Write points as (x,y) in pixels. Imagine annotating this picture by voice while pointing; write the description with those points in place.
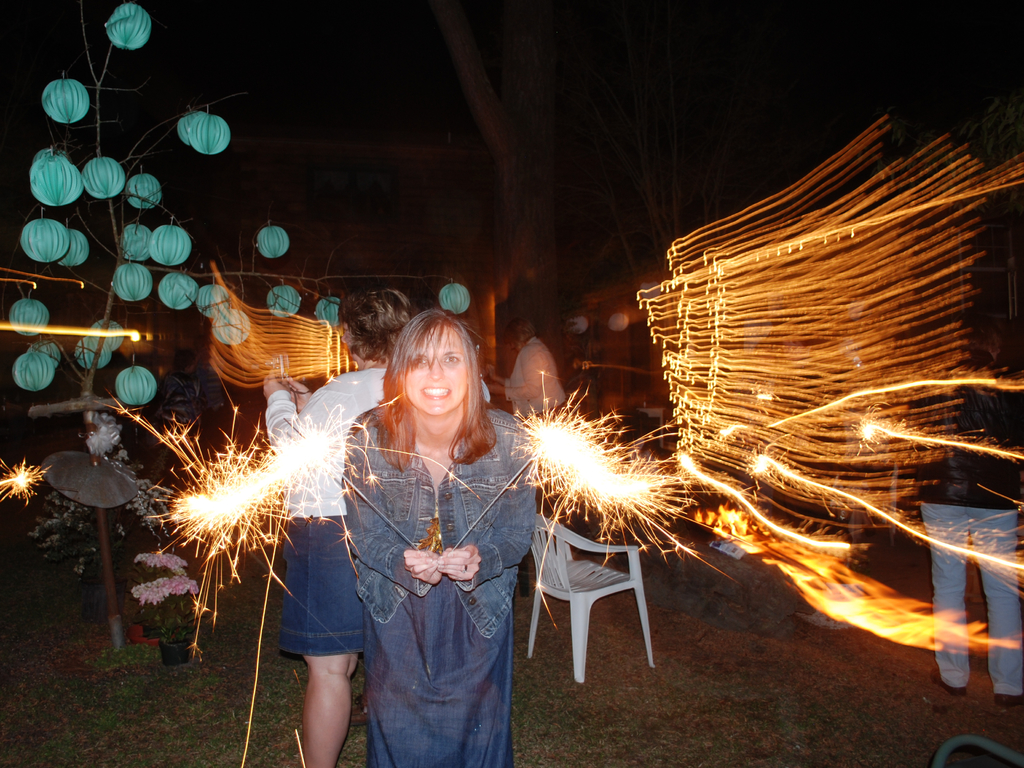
There is a woman (508,531) holding crackers (565,484) with her hands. Here we can see decorative balls (44,96), chair (649,661), lights (743,289), crackers (575,418), and some persons (364,356). There is a dark background (534,131) and we can see trees (906,134).
